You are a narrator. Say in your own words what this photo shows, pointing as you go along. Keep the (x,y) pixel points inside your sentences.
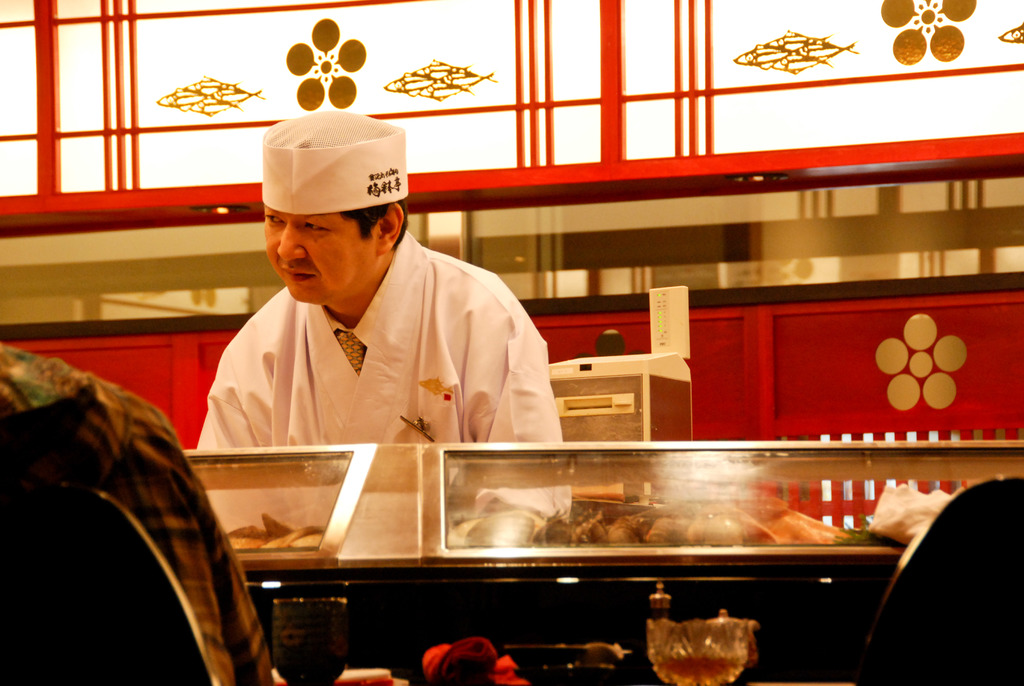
In this image I can see two people (321,331) with brown and white color dress (96,422). I can see one person (274,237) with the cap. In-front of the person (282,354) I can see some stall (335,554) with food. In the background (145,391) I can see an object's (639,394) and I can see colorful background (690,226).
